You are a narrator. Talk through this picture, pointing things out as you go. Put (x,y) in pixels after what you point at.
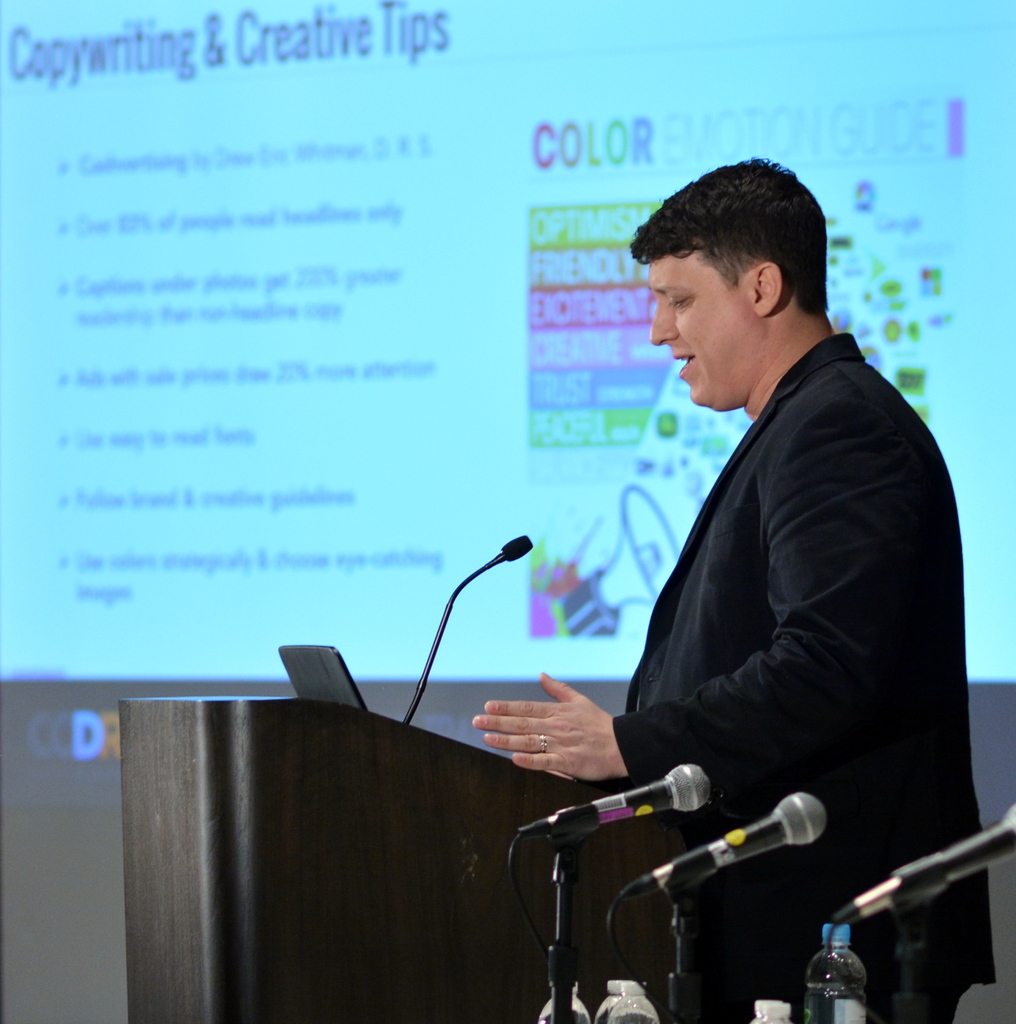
In this picture there is a person (740,378) standing and talking and we can see microphone (413,706) and black object (348,697) on the podium (258,706). We can see bottles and microphones (692,1007). In the background of the image (357,493) we can see screen (297,511).
